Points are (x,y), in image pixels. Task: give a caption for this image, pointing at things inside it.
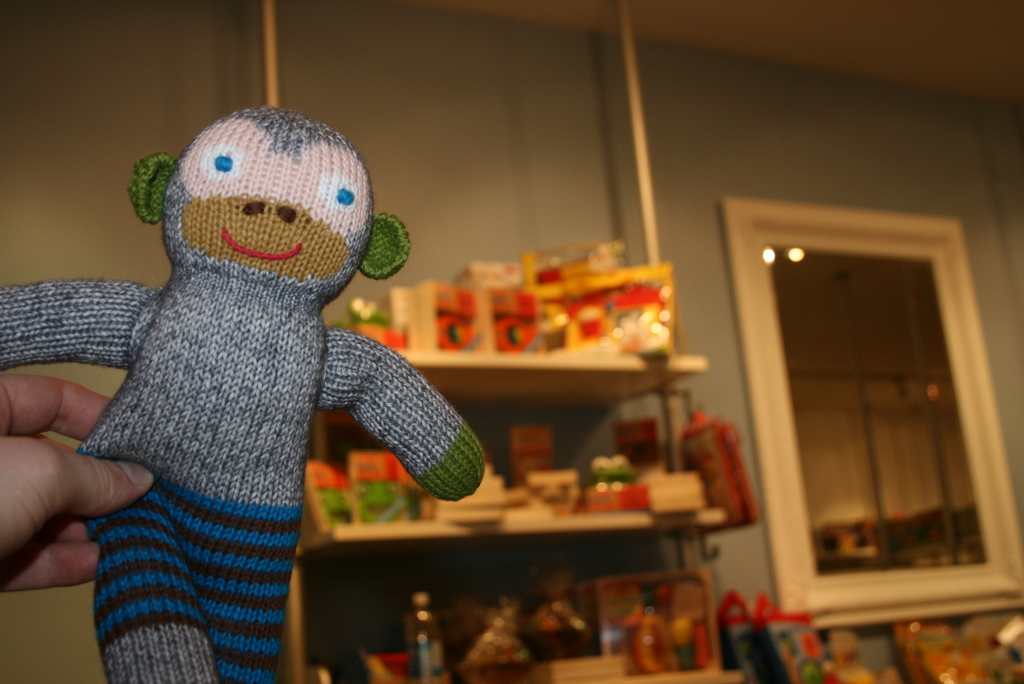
In this image, there is a rack (537,537) contains some toys (469,314). There is a hand (102,413) on the left side of the image (52,387) holding a toy (244,342). There is a mirror (871,355) on the right side of the image (902,375).
